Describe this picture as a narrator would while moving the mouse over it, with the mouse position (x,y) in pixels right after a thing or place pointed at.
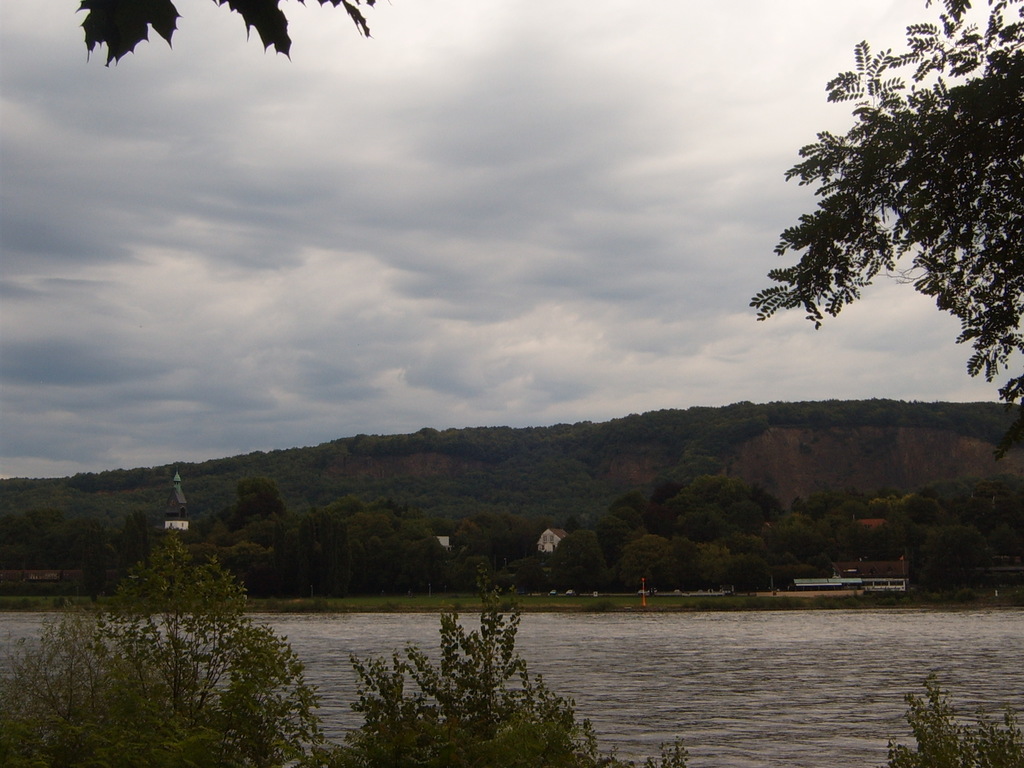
In this image I can see water (551,683), number of trees (601,544), cloudy sky (545,319) and I can see few buildings (878,563) in background (858,561).
